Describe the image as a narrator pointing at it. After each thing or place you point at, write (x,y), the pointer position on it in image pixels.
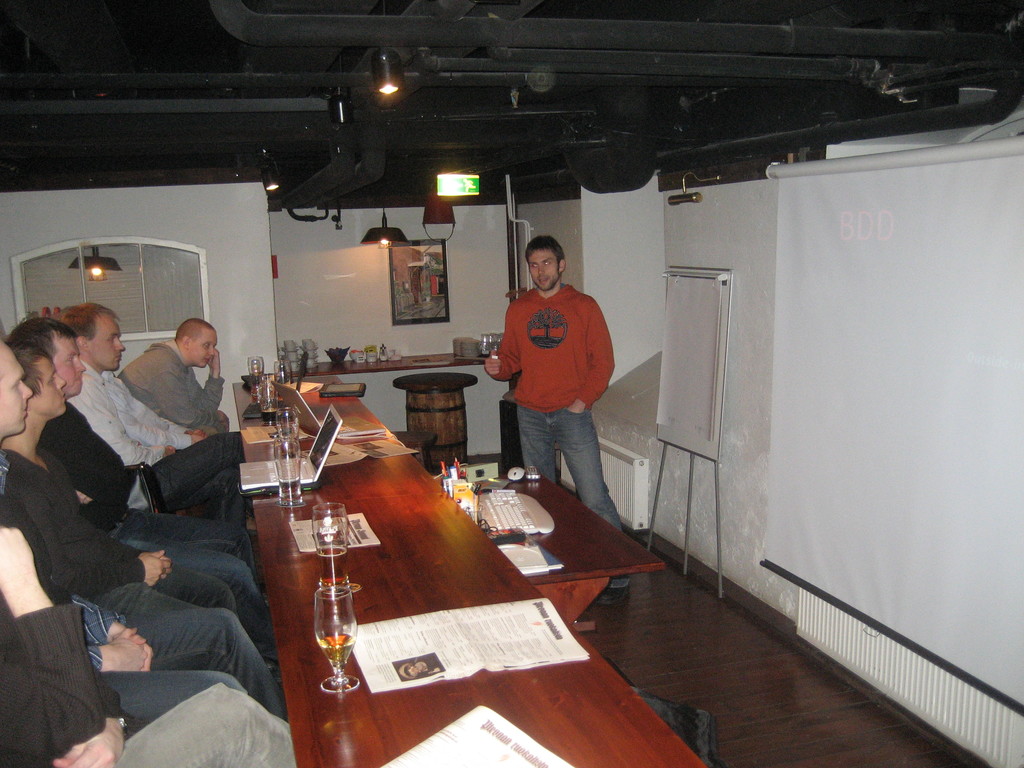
in this picture we can see a group of men (115,466) sitting on chairs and in front of them on table (366,617) we have glasses (340,607) with drink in it, paper (438,665), laptop (311,469), keyboard (517,499), mouse (516,474), remote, book (530,560) and aside to this table (440,492) we have a person (557,296) standing and in the background (384,319) we can see wall (758,282), screen (848,282), board (724,357), frames (423,291), light (474,176).
